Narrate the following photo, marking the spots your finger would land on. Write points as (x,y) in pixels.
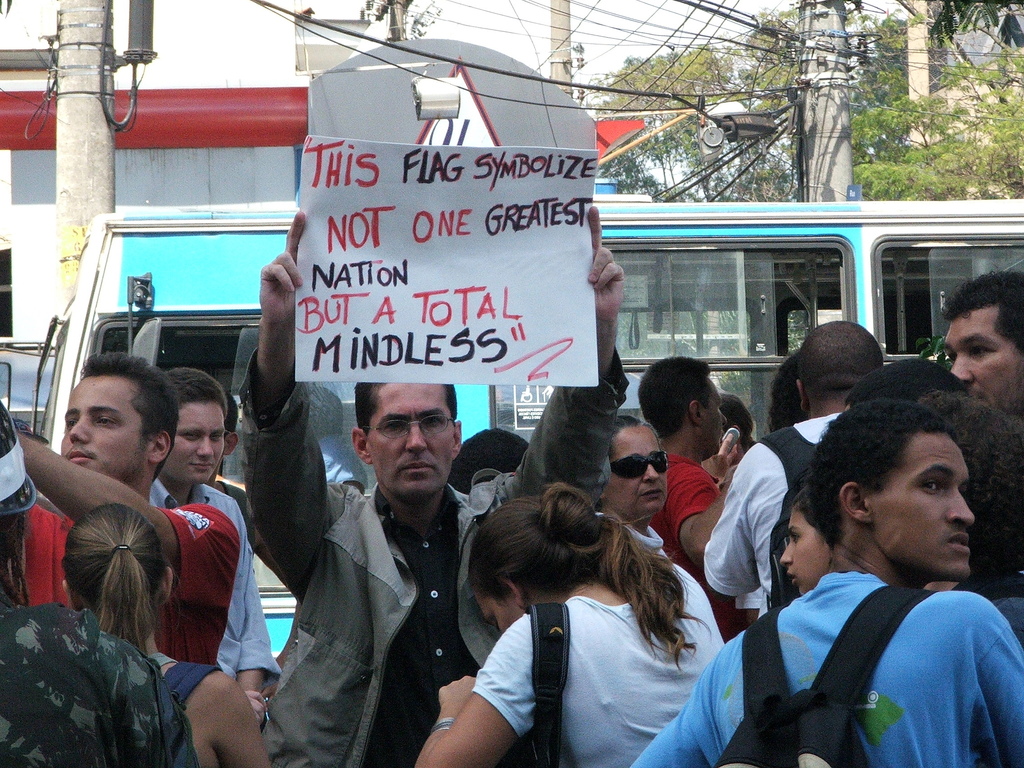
There is a group of persons (485,610) standing at the bottom of this image (469,670). The person (296,550) standing in the middle (459,367) is holding a white color poster (421,272). There is a bus (751,399) in the background (829,301). We can see there are some trees (764,88) and current poles (829,103) at the right corner of this image (821,76) and there is a current pole (93,105) on the left side of this image (84,152).
